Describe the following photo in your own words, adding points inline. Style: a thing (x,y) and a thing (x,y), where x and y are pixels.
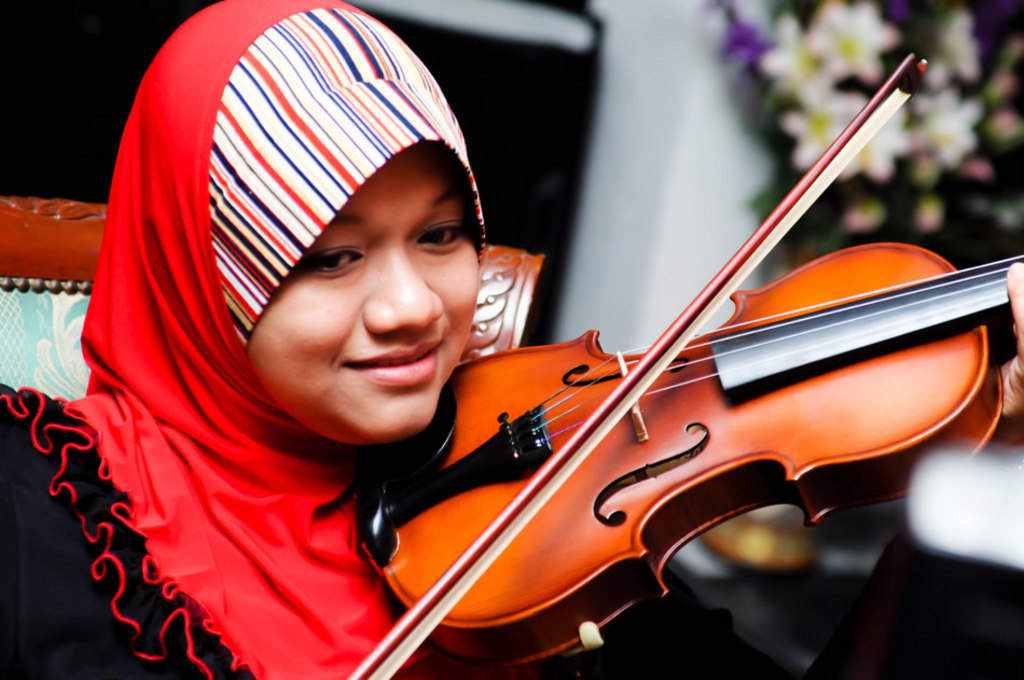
This person (164,388) sitting on the chair (502,270) and holding violin (620,422).
